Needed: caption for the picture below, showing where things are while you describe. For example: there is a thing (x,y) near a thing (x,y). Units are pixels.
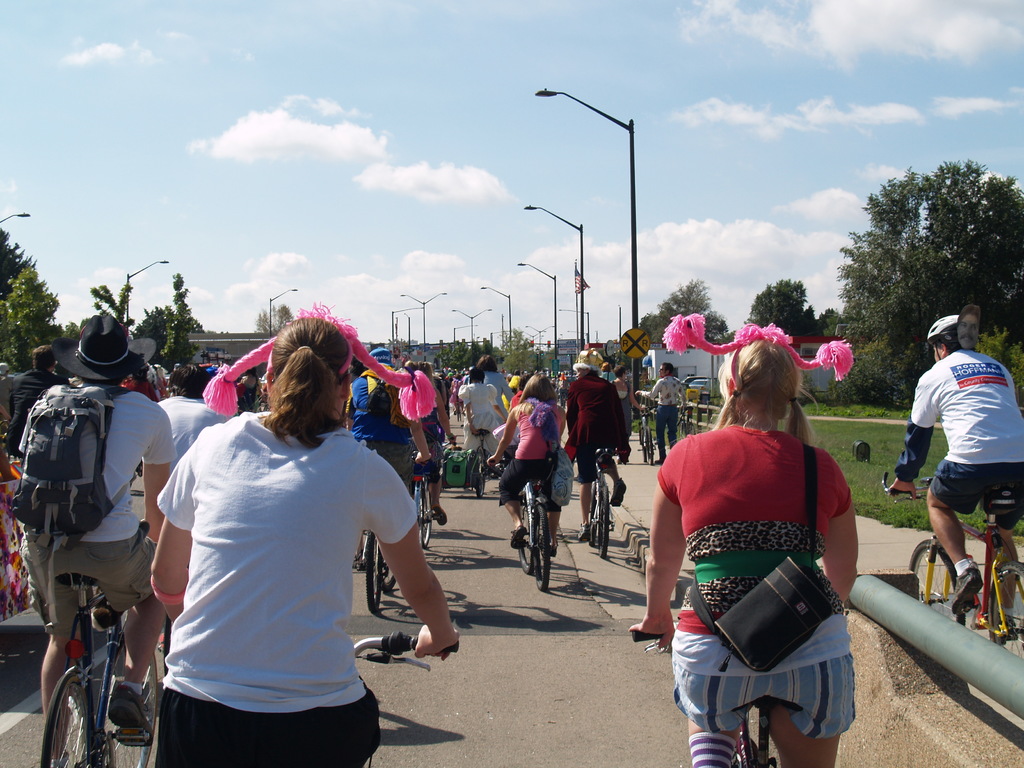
In this image there are group of people (495,398) riding a bicycle (537,543) on the right side (928,414) person (926,398) wearing a white colour shirt (925,391) and white colour helmet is riding a bicycle (928,570) on the pavement (882,547) in front of him the person (668,398) standing on the pavement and holding a bicycle (646,414). In the center (666,463) this woman (724,465) wearing a red colour t-shirt (742,486) is wearing a pink colour hair band (740,346) and bag (793,594) which is black in colour left to her woman (297,581) with a white colour t-shirt (291,549) is wearing a pink colour hairband (405,381). In the background (878,279) there are some trees (891,264), grass (877,434) on the floor (874,462) streetlights (632,175) and in the sky (578,68) there are some clouds (864,45) which are visible.
